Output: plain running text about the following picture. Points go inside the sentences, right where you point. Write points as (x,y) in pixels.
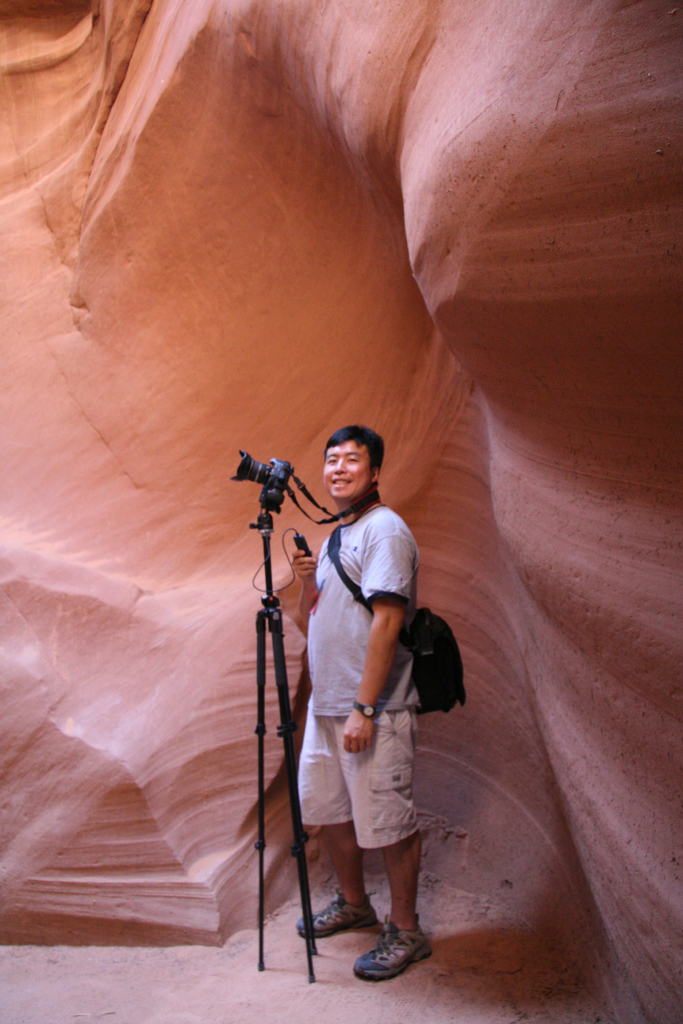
In this picture we can see a person (398,569) holding an object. He is wearing a t-shirt (379,595) and a bag (433,665). We can see a camera (278,472) and a tripod (294,763). There is a canyon (217,545) in the background (366,400).
